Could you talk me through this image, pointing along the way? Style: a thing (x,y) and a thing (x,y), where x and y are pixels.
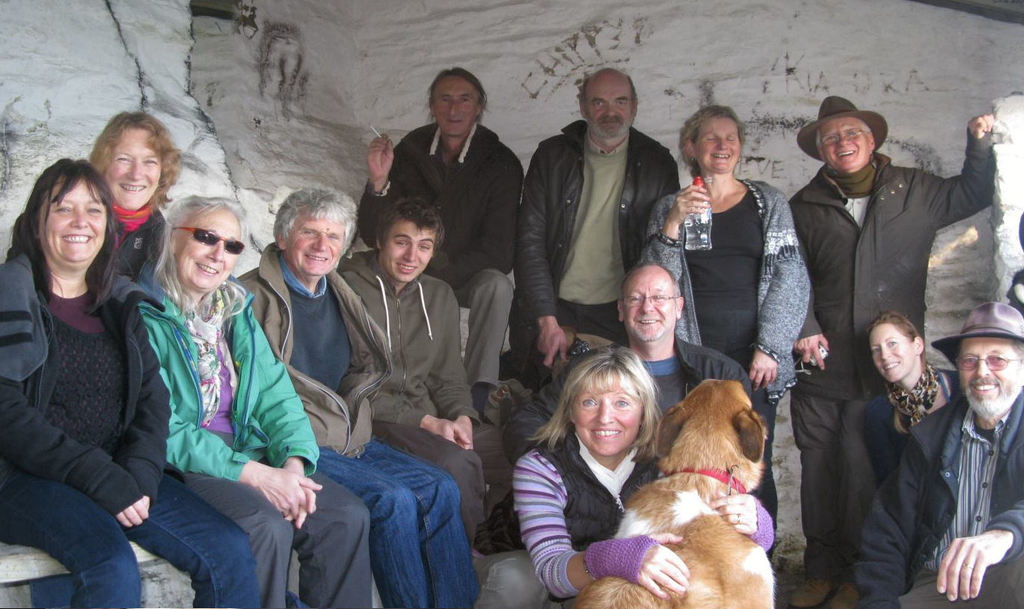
In this picture there is a lady (689,580) in the center of the image (612,390), by holding a dog (640,501) in his hands (658,544) and there are other people (558,225) behind her, some are sitting and standing in the image, there is a wall (110,16) in the background area of the image (365,45).
